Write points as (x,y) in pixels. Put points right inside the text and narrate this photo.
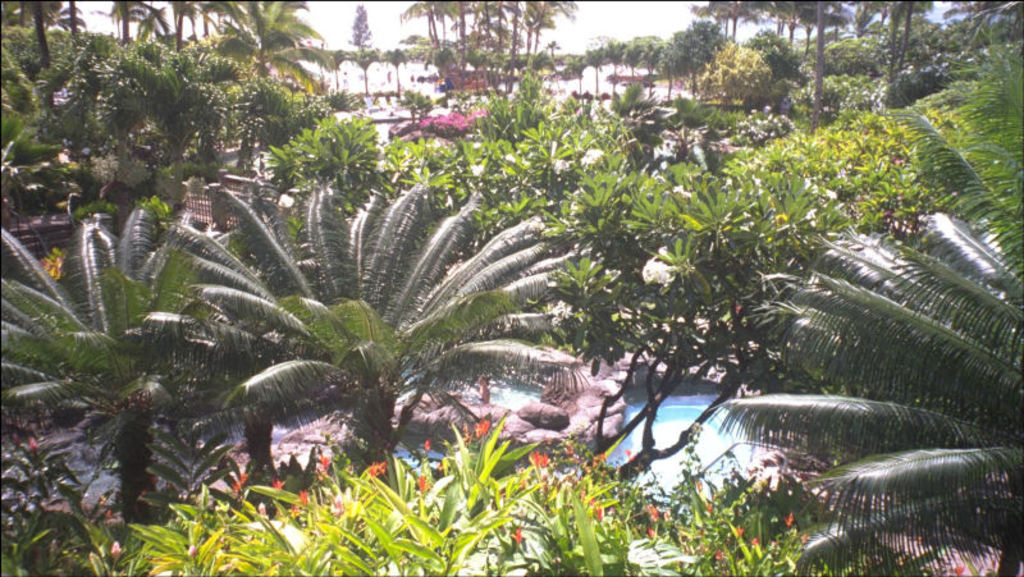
In this picture we can see trees (175,409), stones (553,401), water (518,404) and some objects (258,178) and in the background (426,17) we can see the sky (588,24).
